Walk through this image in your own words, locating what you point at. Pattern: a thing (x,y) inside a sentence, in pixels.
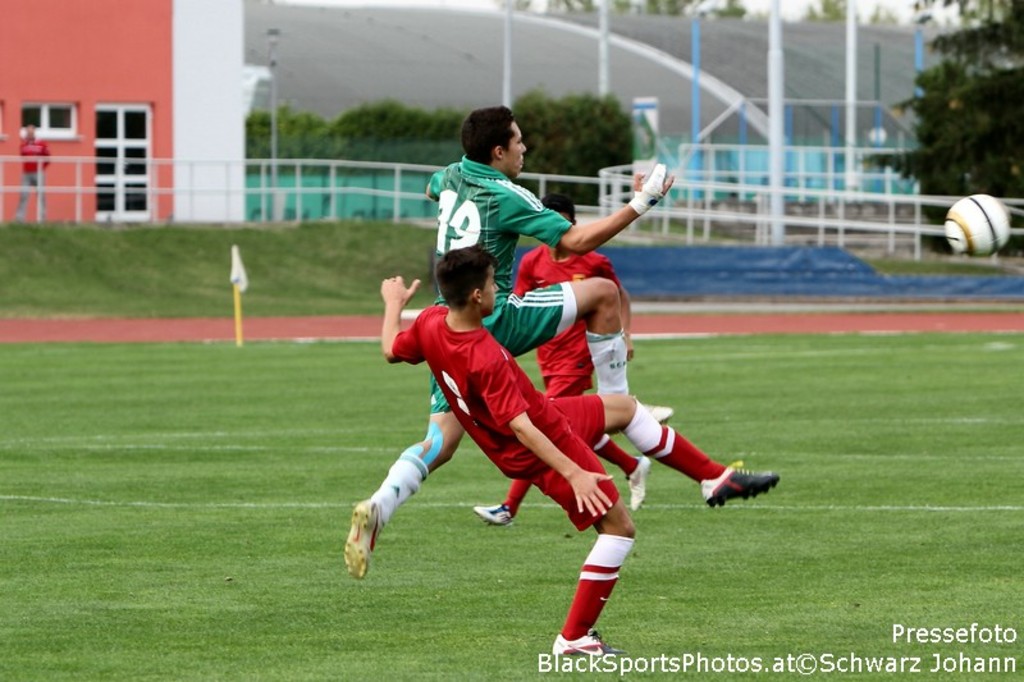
In the image we can see there are people (554,386) standing on the ground (745,549) and the ground (714,651) is covered with grass (712,429). There is a football (961,237) in the air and behind there are buildings (72,177) and trees (592,171). There is a person (30,163) standing near the building (3,177).
